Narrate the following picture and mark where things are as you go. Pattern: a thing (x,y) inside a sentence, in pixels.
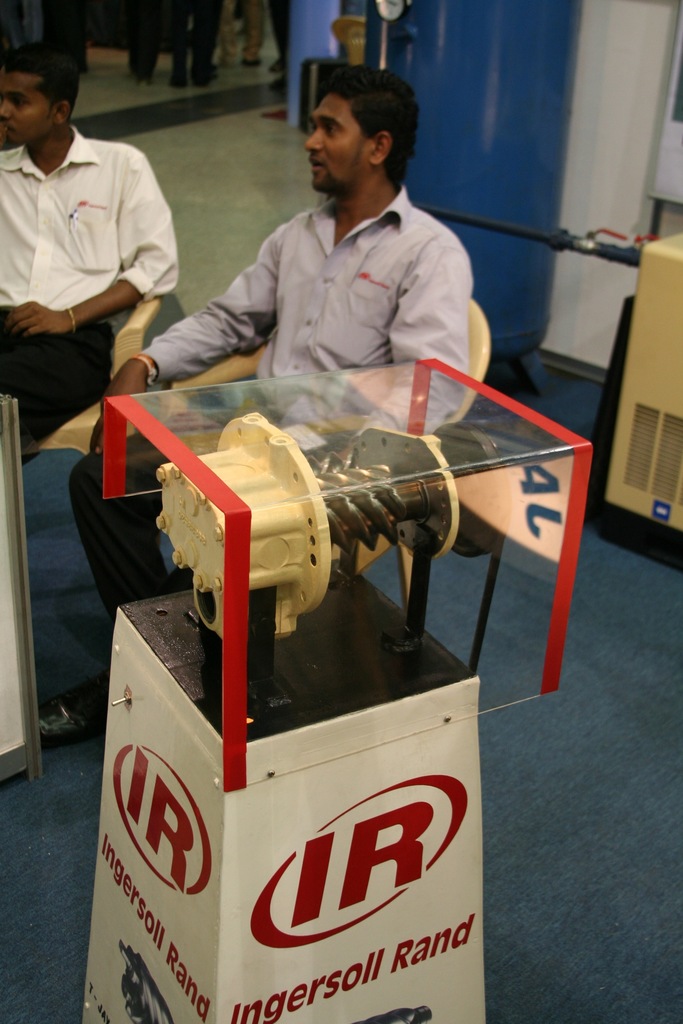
This picture seems to be clicked inside the hall (361,946). In the foreground (283,587) we can see a device (419,614) and we can see the text (364,835) and some pictures (156,1015) and in the center (388,349) we can see the two people (35,225) wearing shirts (91,250) and sitting on the chairs (169,379) and we can see some items (554,165) are placed on the ground (164,113). In the background (182,86) we can see the group of people (217,1) and many other objects (313,8).
